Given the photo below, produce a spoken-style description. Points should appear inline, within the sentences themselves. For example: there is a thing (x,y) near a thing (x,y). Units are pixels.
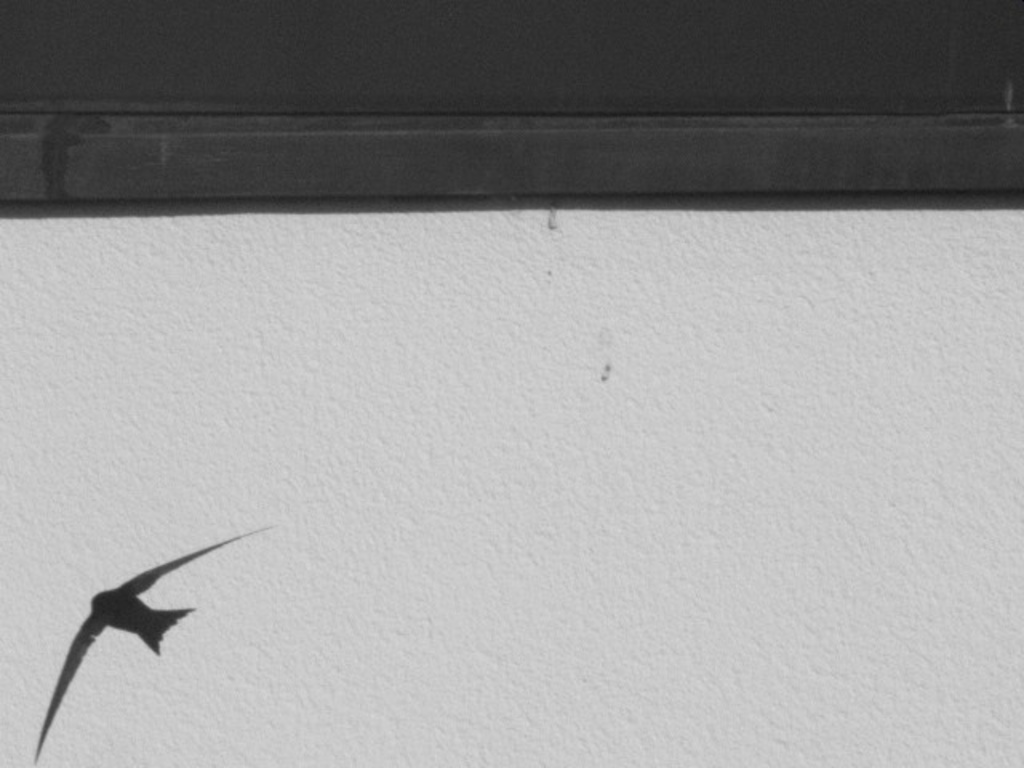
In the image there is a wall (390,518) and there is a silhouette (190,613) of a bird (180,559) on the wall (204,565), there is a black border (910,161) on top of the wall (39,371).
